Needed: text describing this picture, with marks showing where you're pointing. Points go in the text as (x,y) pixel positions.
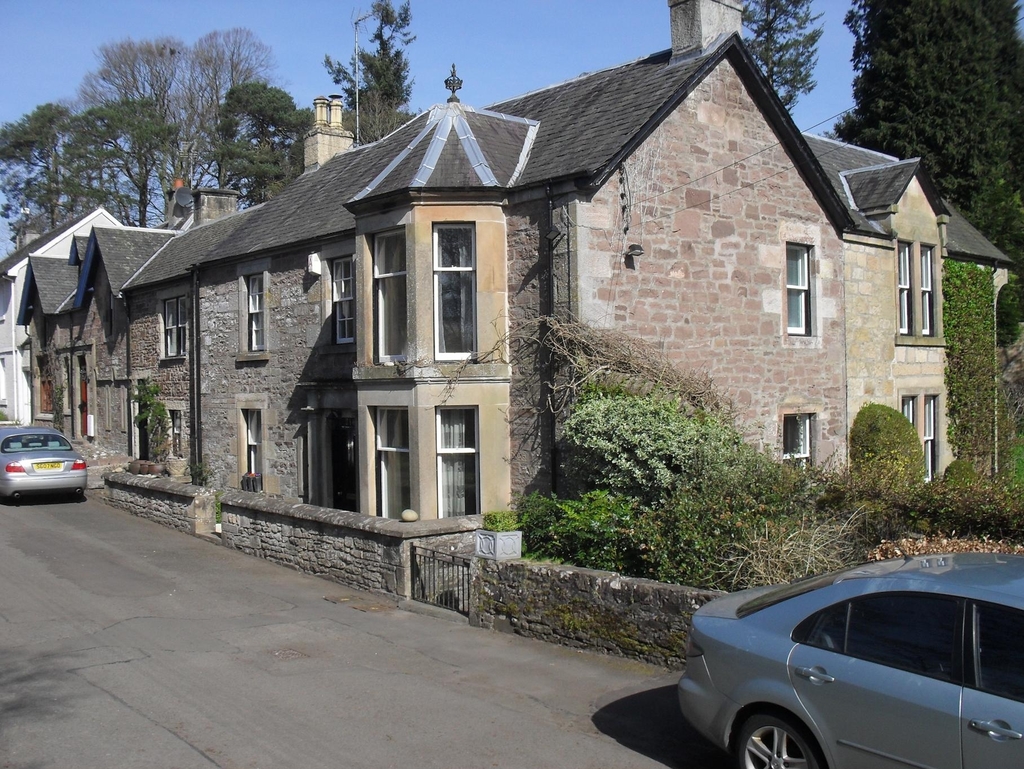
In this image I can see two vehicles (741,604) on the road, background (1022,214) I can see trees (1006,217) in green color, buildings (630,209) in gray and cream color and the sky (158,20) is in blue color.
